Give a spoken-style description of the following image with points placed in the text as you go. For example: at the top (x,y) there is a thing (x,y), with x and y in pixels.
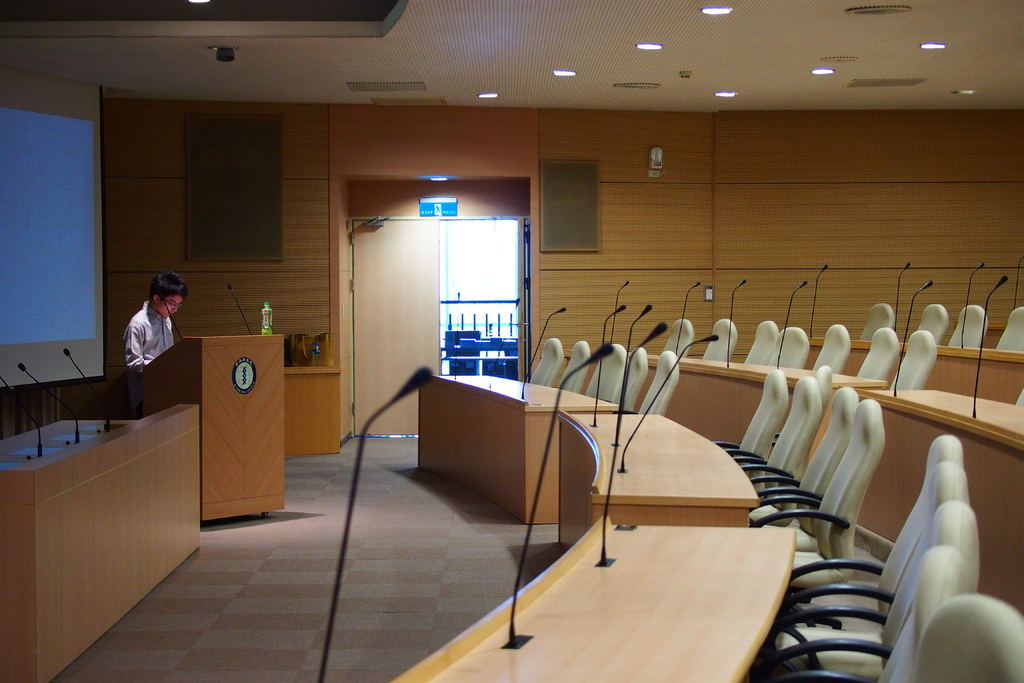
In this image we can see a person (135,417) standing behind a podium (195,370), there are microphones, a water bottle (266,329) and a logo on it, beside him there is a table (157,473) which has some microphones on it, behind him there is a projector screen (91,378), in front of him there are tables (579,669) with microphones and some chairs (956,682), next to it there is a door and it has a board (430,197) above it.
